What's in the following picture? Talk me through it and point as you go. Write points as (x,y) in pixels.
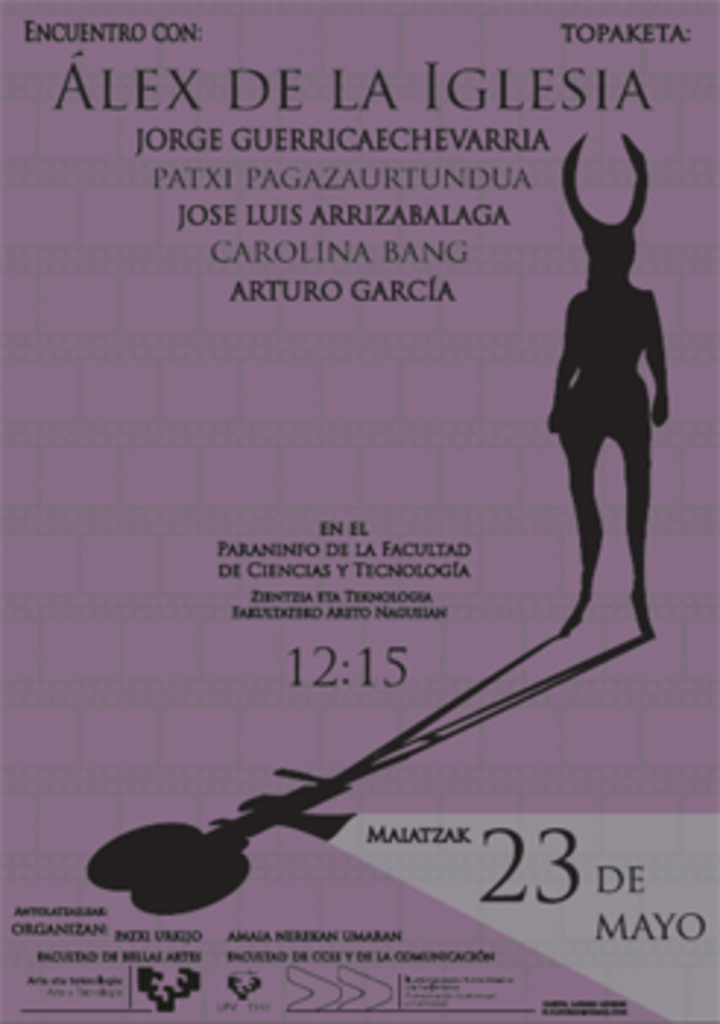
In this picture we can see an object (228,446) which seems to be the poster (365,994) on which we can see the text (384,219), numbers (494,891) and the pictures (122,872) of some objects (387,761).
